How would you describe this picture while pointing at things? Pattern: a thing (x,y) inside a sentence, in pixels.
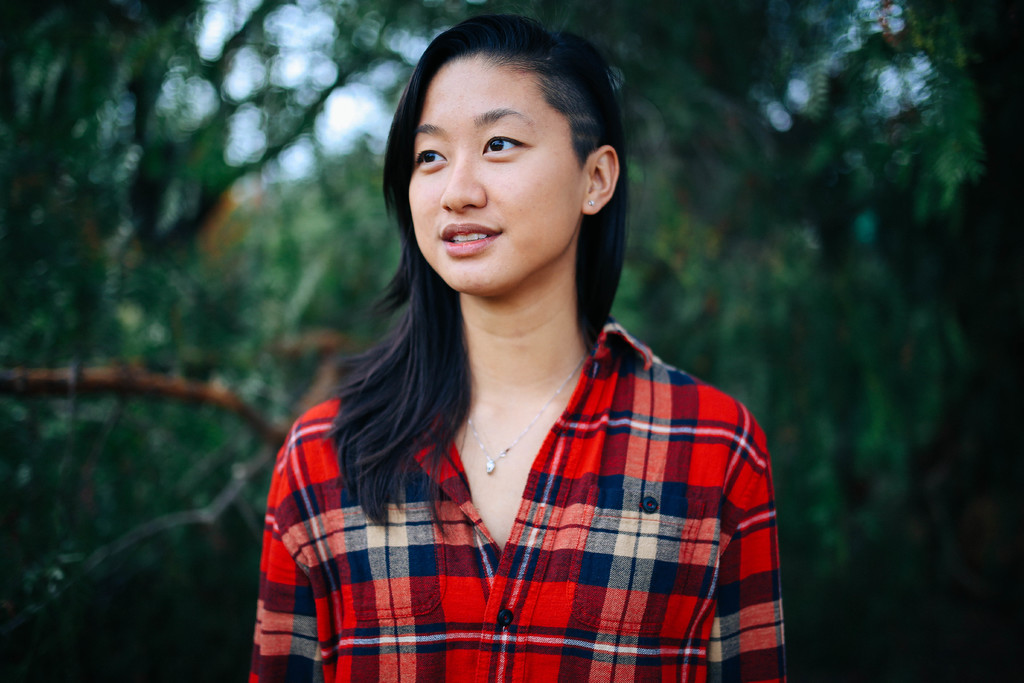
In this image we can see a lady (368,391), behind to her there are trees (195,550), and the sky (358,86), and the background (742,245) are blurred.
